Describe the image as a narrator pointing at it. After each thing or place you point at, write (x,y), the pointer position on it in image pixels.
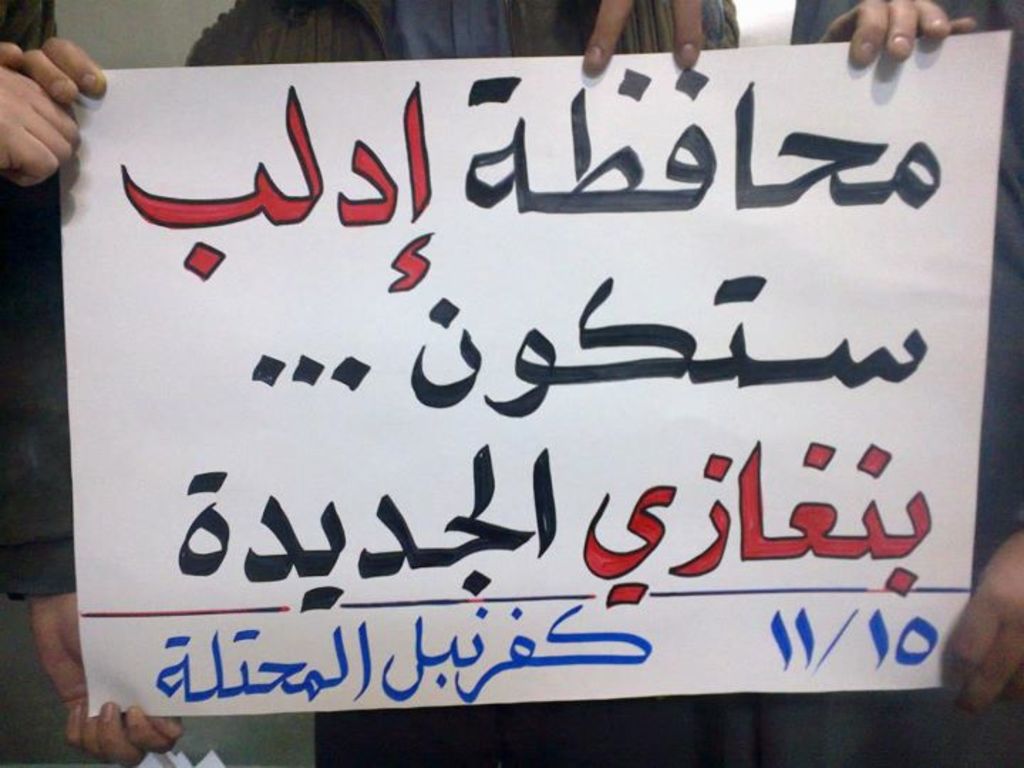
This looks like a paper (550,660) with the Arabic letters (820,172) written on it. In the background (421,19), I can see few people (641,12) holding this paper (147,228).
